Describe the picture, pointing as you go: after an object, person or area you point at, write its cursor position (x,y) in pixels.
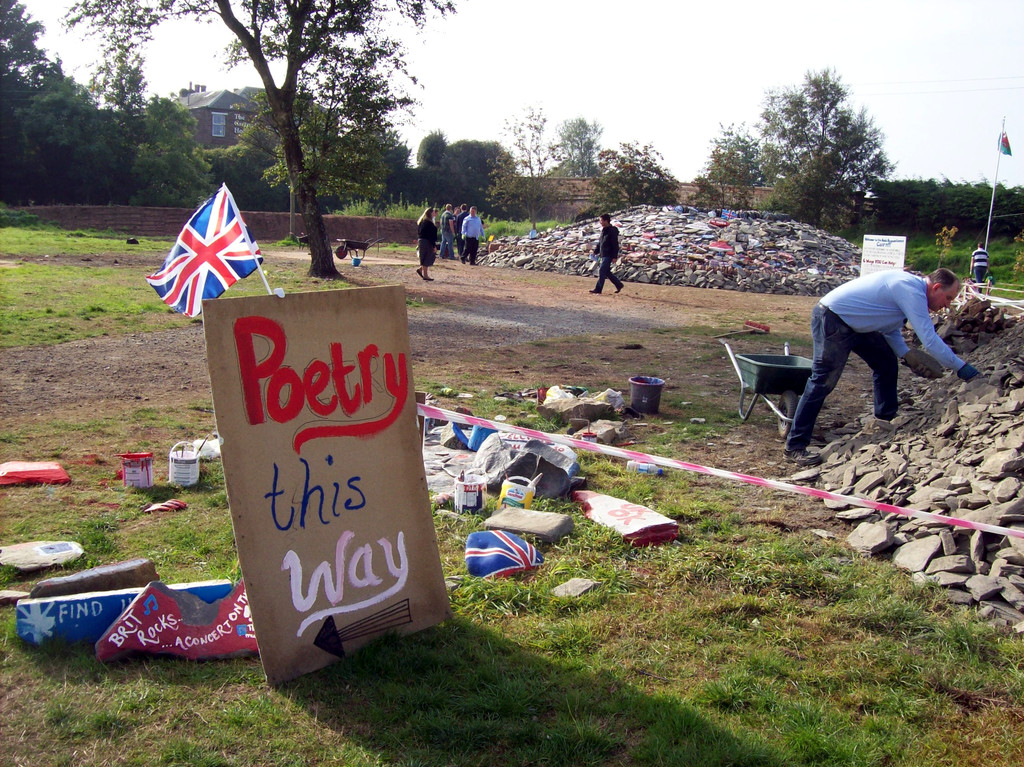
In this picture there is a man (820,340) standing and holding the stone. At the back (419,243) there are group of people (462,227) and there are buildings (542,192) and trees (645,192) and there is a flag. In the foreground (586,521) there is a board (382,472) and there is text (346,555) on the board (346,555) and there is a flag (249,276) and there are objects (514,467) and there is a trolley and bucket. At the top (419,76) there is sky (482,74). At the bottom (716,661) there is grass (796,695) and there is ground (470,384) and there are stones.
